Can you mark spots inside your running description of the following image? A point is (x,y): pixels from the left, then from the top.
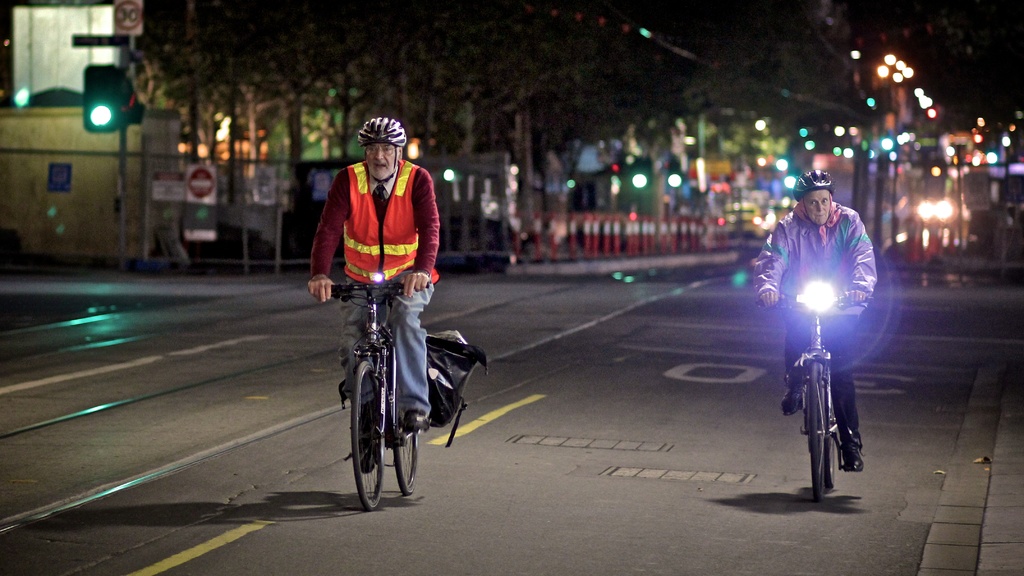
There are two members (346,390) on The Road (856,498) Riding a bicycle (817,377). Both of them were wearing helmets (381,135). In the background (97,109) there is a signal light (109,117) and some trees (452,103) here.
